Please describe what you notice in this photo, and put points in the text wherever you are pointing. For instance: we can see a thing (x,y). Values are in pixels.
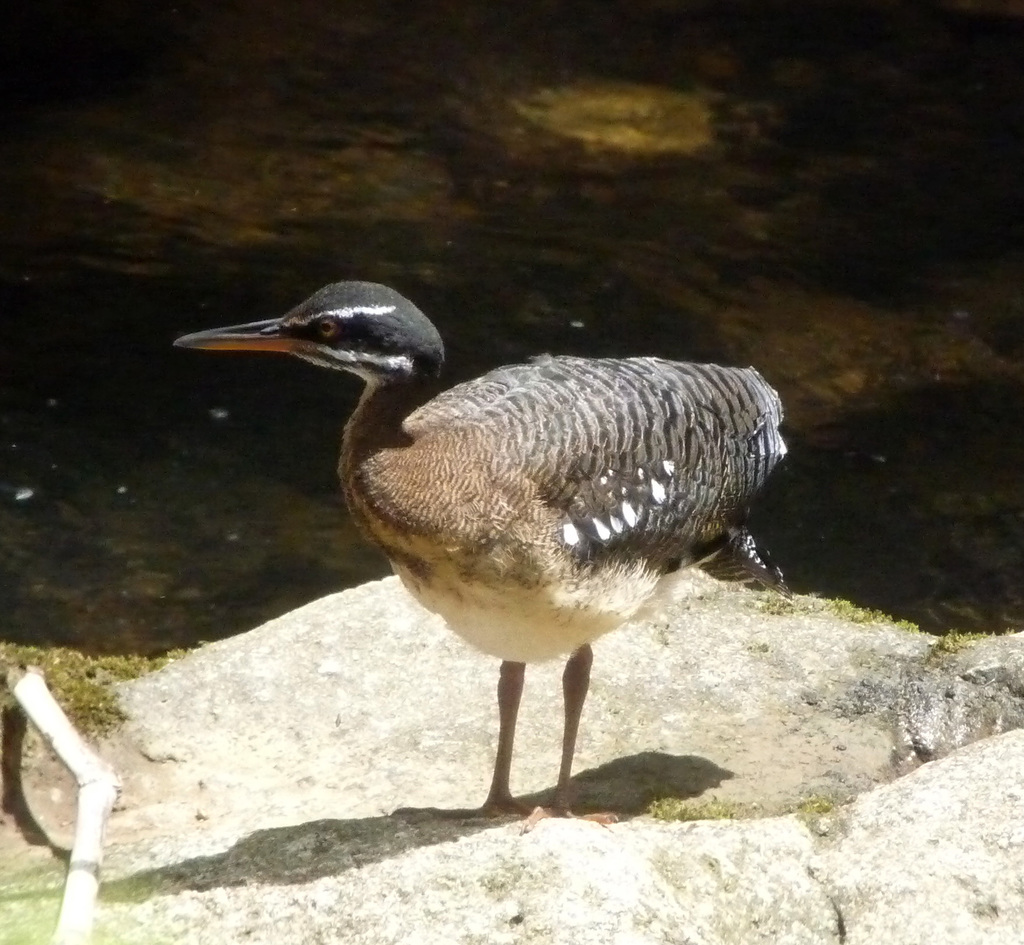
In this picture, in the foreground (489,552) there is a bird (459,412) on the ground (523,687) looking at someone.
